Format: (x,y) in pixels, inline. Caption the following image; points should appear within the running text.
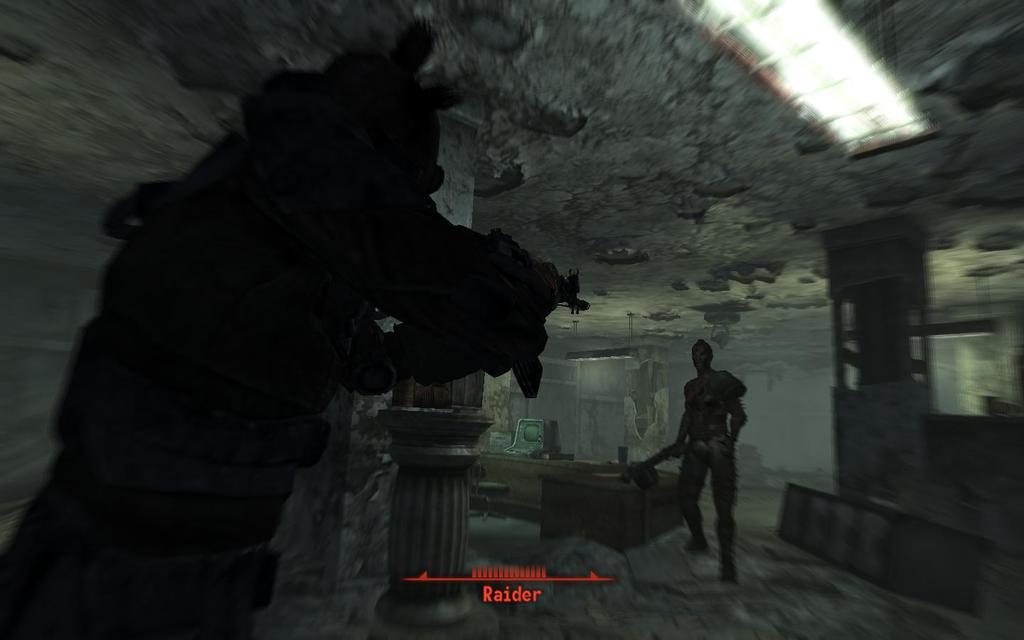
In this image I can see there is an inside of the building (476,142). And there are people (733,426) in it. And there is a light (807,64) and a frame (528,434).
